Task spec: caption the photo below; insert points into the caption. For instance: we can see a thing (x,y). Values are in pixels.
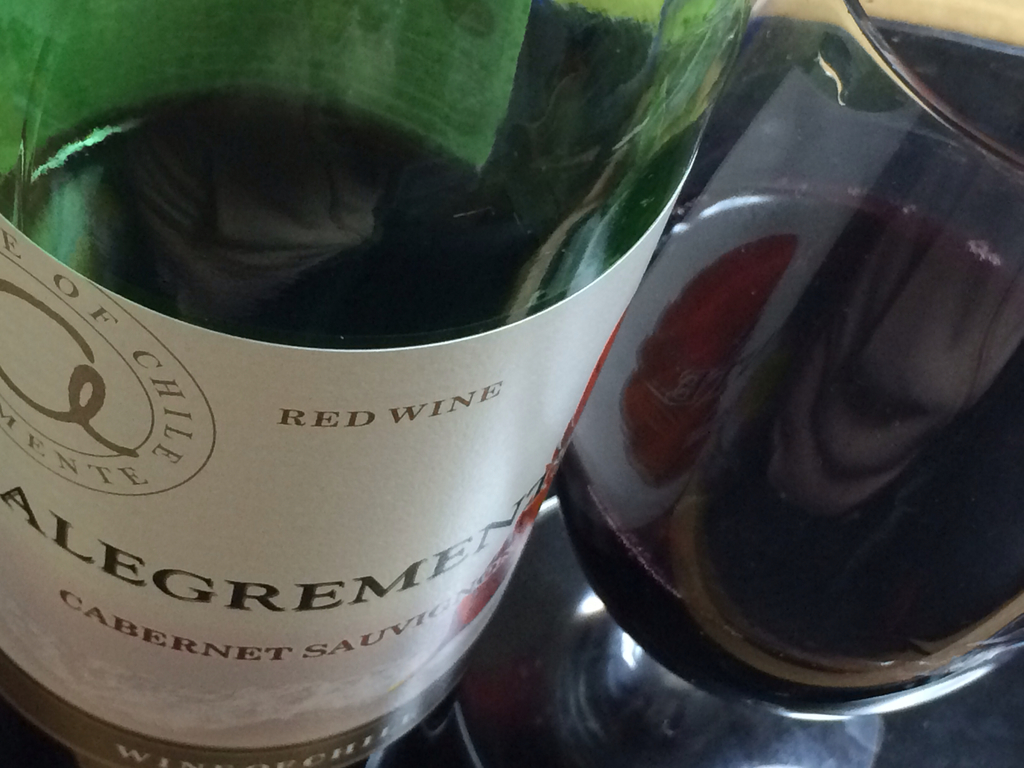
In this picture I can see a wine bottle (348,202) and a glass of wine (551,703), on an object (944,755).
